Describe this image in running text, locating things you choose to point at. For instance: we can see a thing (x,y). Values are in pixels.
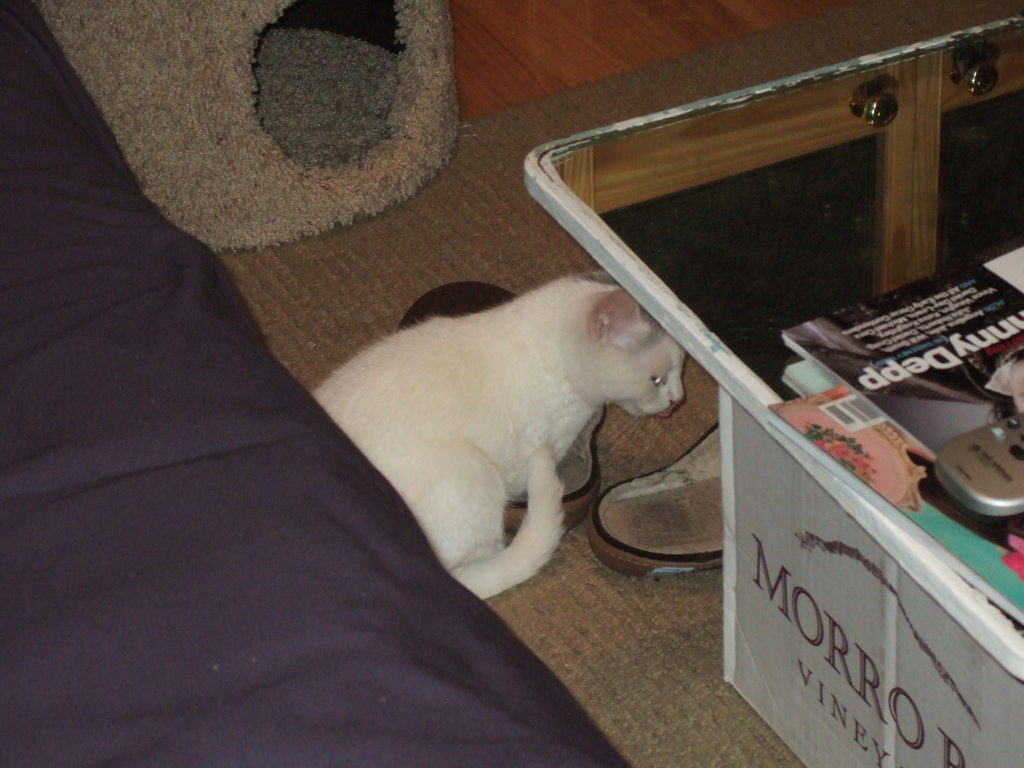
There is a cat (476,587) in the center of the image (390,342). To the left side of the image (55,378) there is a bed (178,687). There is a table (808,683) to the right side of the image (694,348). At the bottom of the image (675,667) there is a carpet (592,668). There are footwear (623,497) in the image.
